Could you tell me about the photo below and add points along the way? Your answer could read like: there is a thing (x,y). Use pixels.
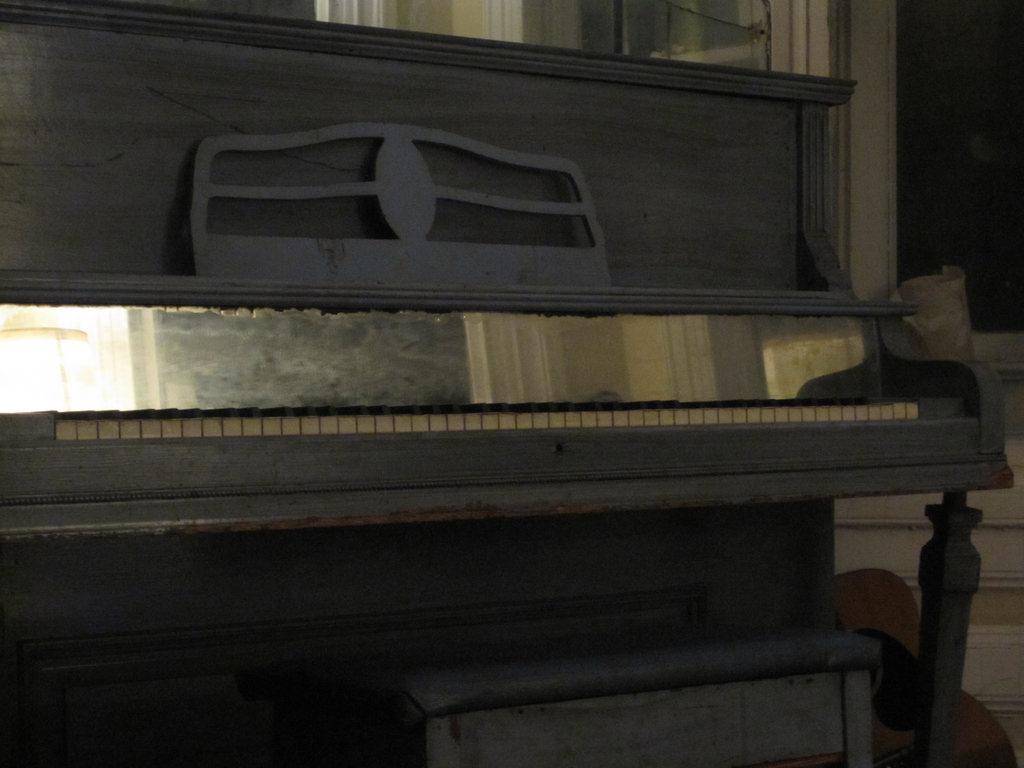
In this image I can see a piano (492,415) on the floor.
